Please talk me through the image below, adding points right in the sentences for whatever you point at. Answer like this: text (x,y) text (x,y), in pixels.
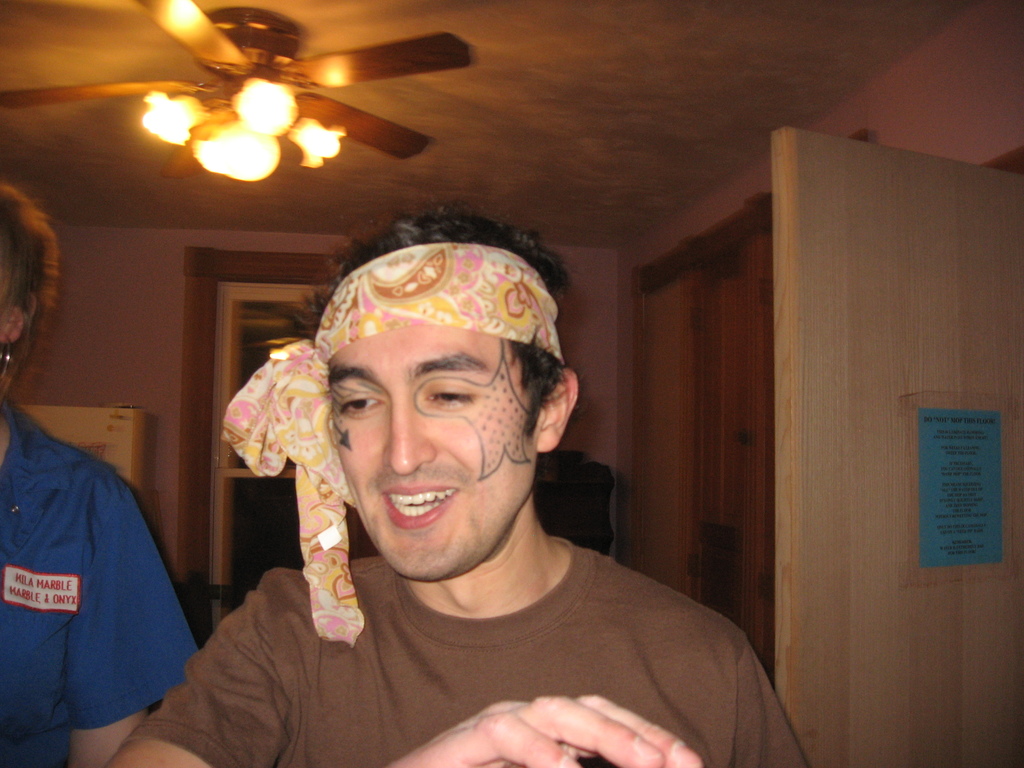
In this image we can see two persons (242,732) who are wearing different colors of dress (92,503) blue and brown color and a person (356,580) wearing brown color T-shirt (536,650) tied a cloth (432,308) to his head (481,431) and at the background of the image (342,115) there is fan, window (246,364) and door (1004,574).
